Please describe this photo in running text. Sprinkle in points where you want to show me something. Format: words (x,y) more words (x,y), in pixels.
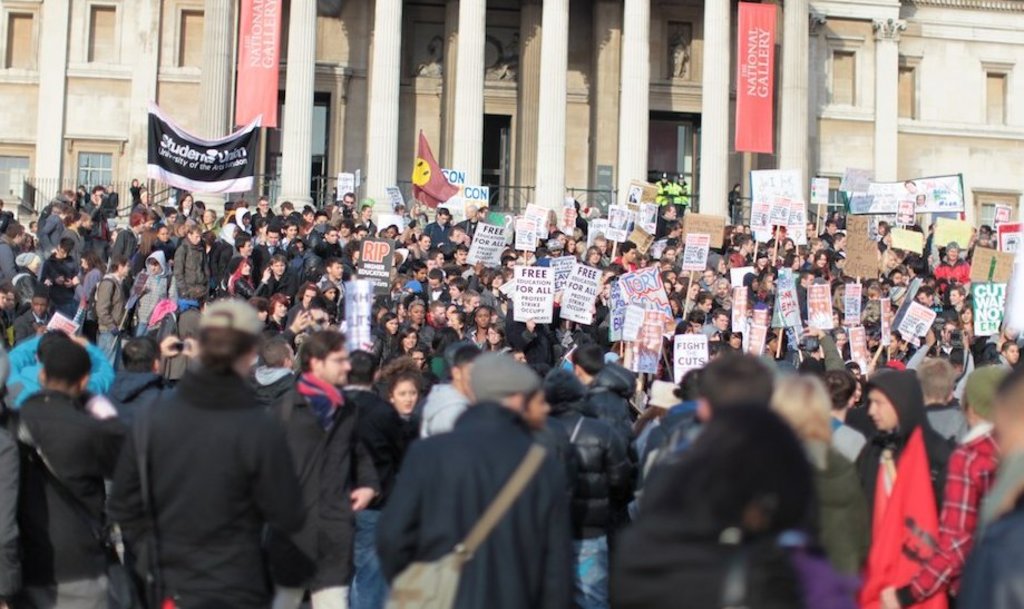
In the picture there are many people (463,526) present, they are holding many boards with the text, there are banners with the text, there is a building (257,164).
